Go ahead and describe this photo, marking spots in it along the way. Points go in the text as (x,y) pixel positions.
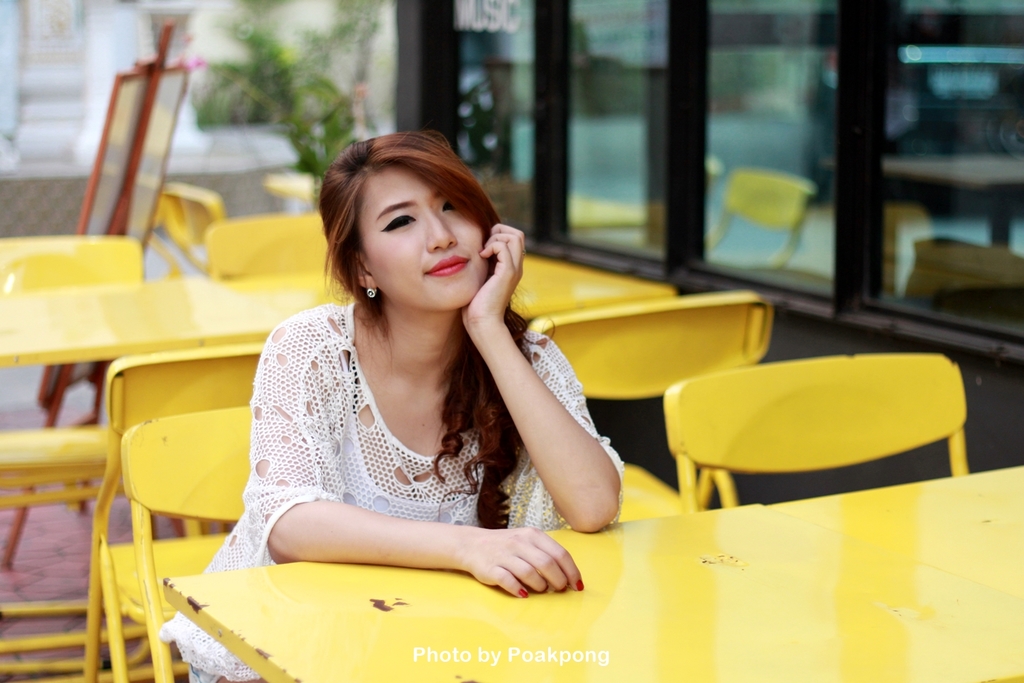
In this image I can see a woman (368,407) sitting on a chair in front of a table (621,549). I can also see there are couple of chairs (148,393) and tables (151,331) in the background (135,316). The woman (357,346) is wearing a white dress (314,425) and smiling.
